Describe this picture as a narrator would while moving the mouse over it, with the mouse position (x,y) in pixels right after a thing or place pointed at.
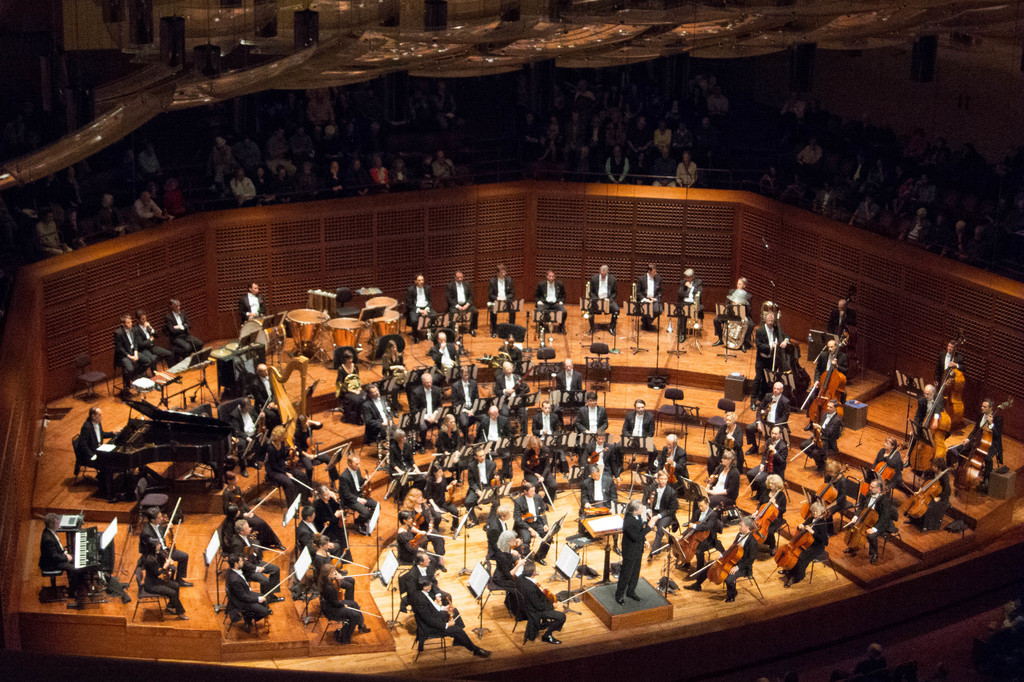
In this picture I can see few people (353,479) are sitting and few are playing musical instruments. I can see few book stands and audience (860,216) at the top of the picture (875,192).
